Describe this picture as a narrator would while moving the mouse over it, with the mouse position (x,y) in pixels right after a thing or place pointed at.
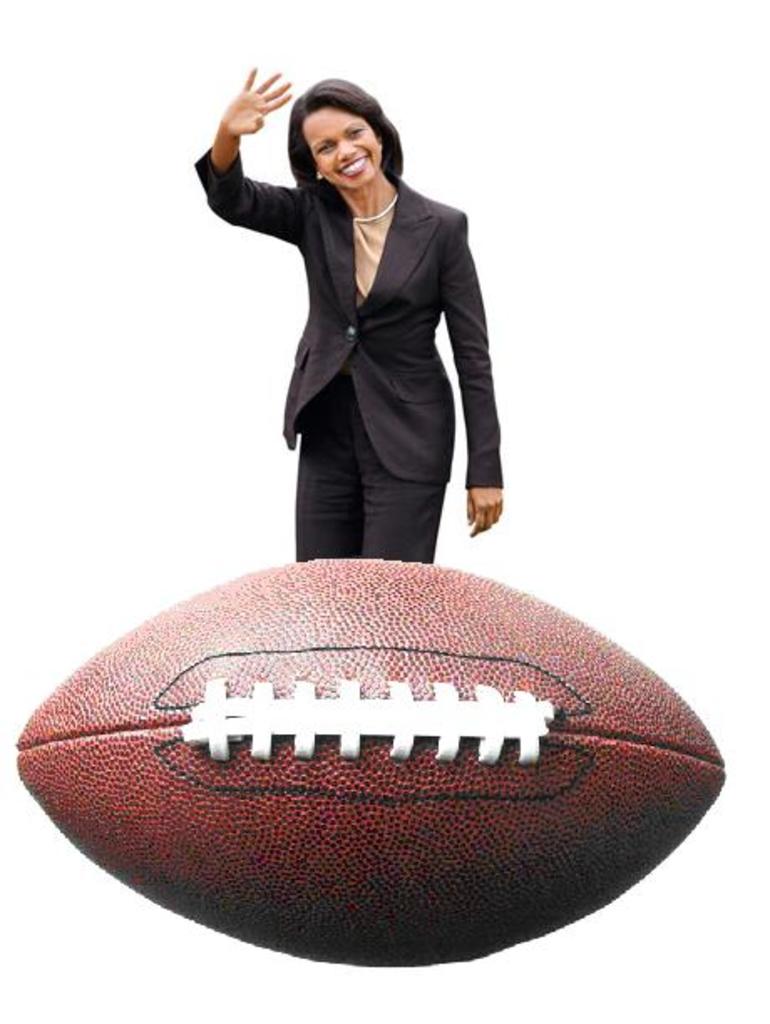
In the middle of this image (393,378), there is a woman (337,367) in a suit (326,280), smiling and showing a hand (216,156). In front of her, there is a ball (540,774). And the background (140,541) is white in color.
